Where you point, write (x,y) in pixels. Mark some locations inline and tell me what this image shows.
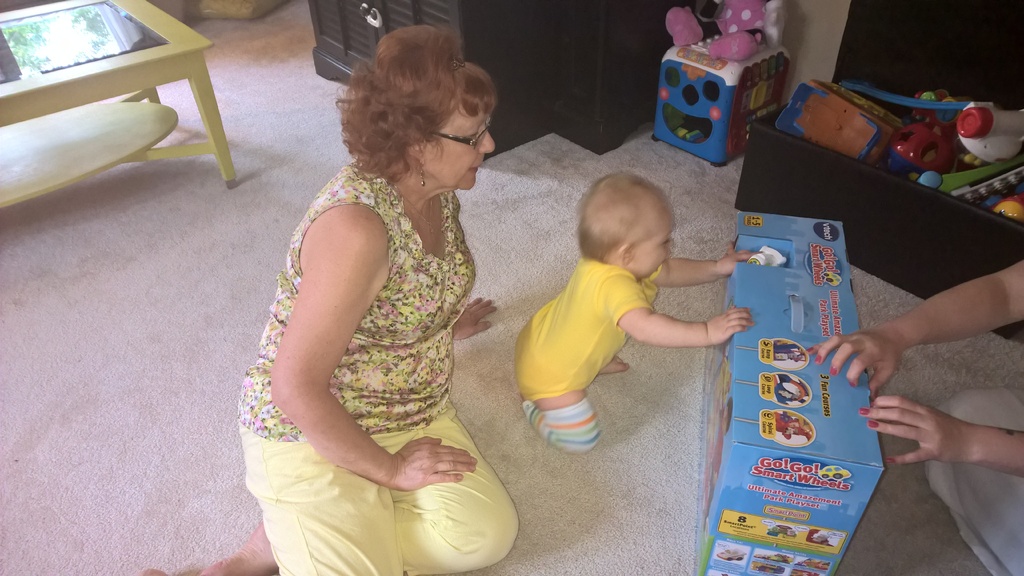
In this room (211,456) in the middle (383,364) there is a lady (408,377) wearing yellow dress (383,347) sitting on the carpet (194,400). In front of her there is a kid (607,280) holding a box (749,334). On the right (984,451) we can see two hands (994,439). On the right top (867,136) there is a box (1005,236) with toys (904,132). Here there is a cupboard (360,17). On the left top (20,59) there is a table (97,42).
